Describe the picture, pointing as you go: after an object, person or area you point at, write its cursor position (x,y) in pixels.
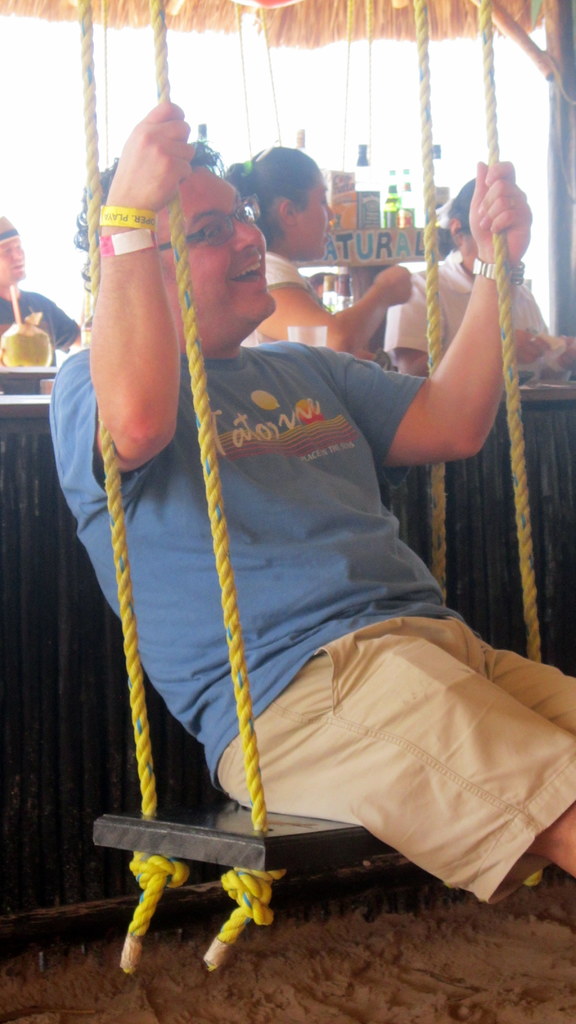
In the picture I can see a man (309,575) is sitting and holding ropes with hands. In the background (282,219) I can see people (280,278), bottles (347,275), a coconut (22,348) and some other objects (421,239).
